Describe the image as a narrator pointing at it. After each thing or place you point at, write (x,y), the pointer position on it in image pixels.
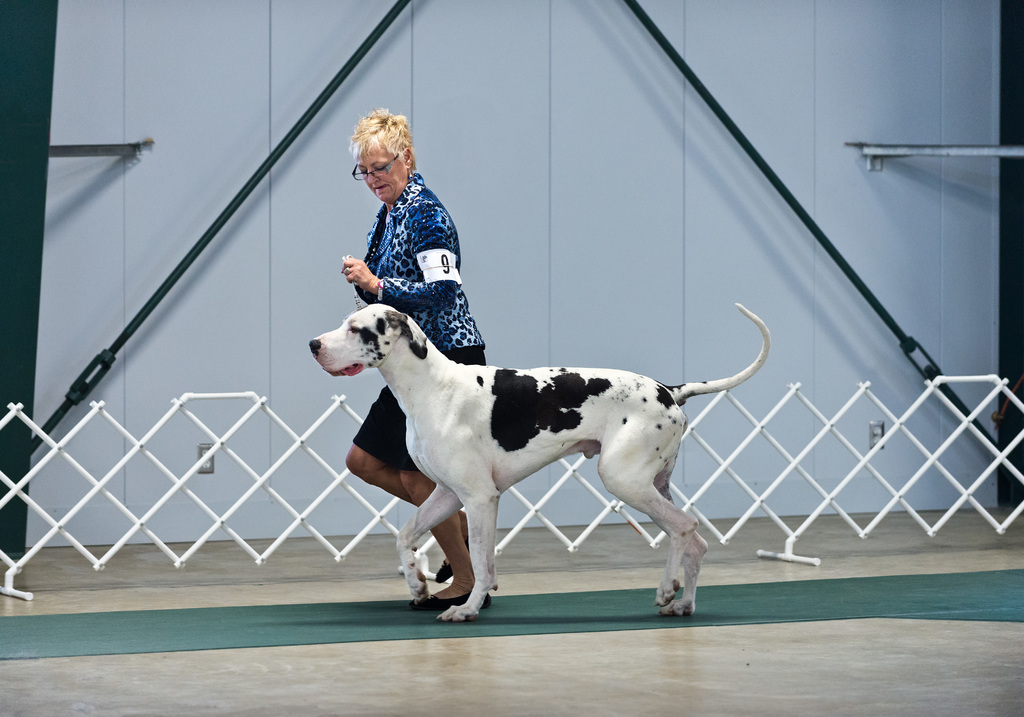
In this picture there is a woman (447,596) and there is a dog (336,339) walking. At the back (185,486) there is a railing (962,485) and there is a wall (538,500). At the bottom (872,584) there is a mat (896,591).
